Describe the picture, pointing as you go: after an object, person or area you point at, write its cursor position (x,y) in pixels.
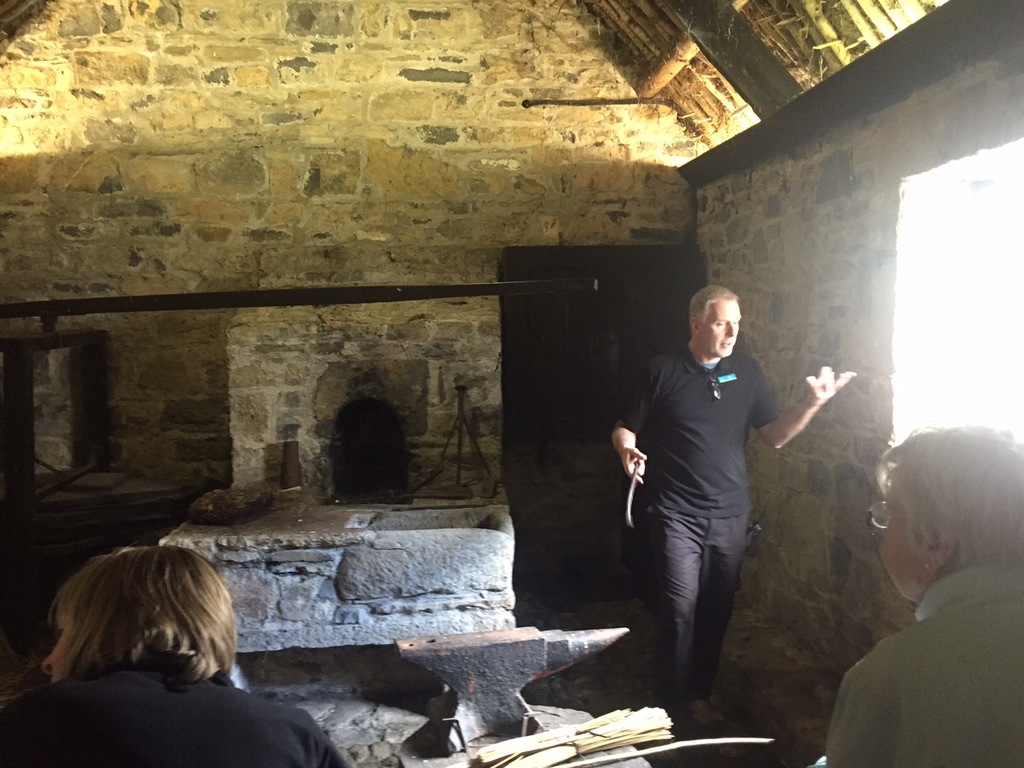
In this image, I can see a person (708,546) standing. This looks like a stone (384,547). I think this picture was taken in the house (302,327). I can see few objects (512,722) placed on the table (485,743). At the bottom of the image (141,711), I can see two people (913,631).
